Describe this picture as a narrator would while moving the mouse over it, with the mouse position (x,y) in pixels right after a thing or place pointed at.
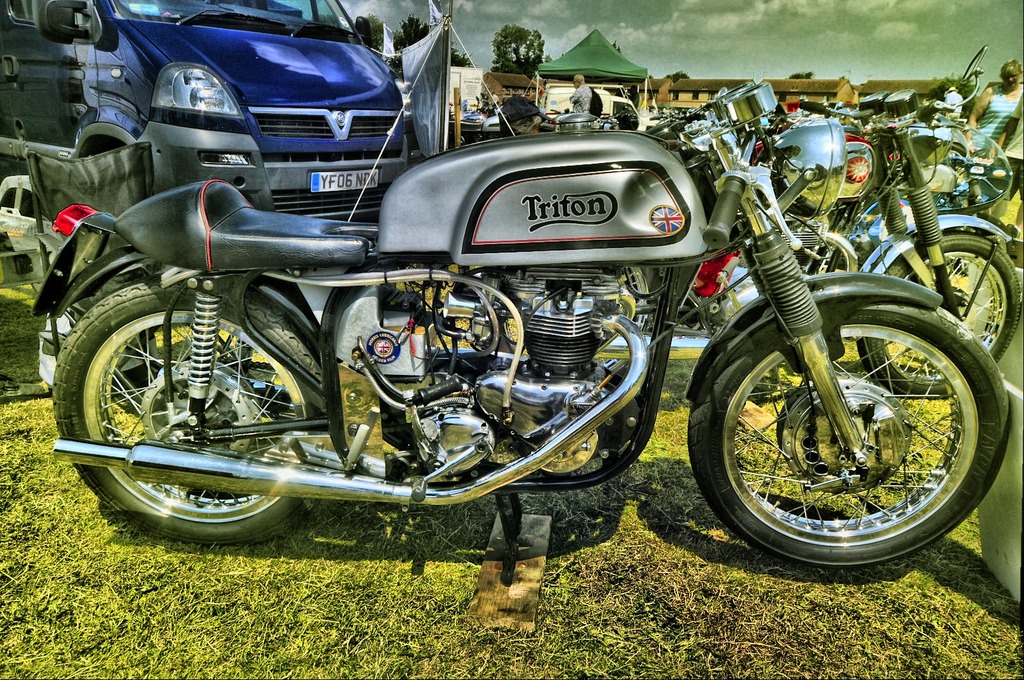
In this image we can see many vehicles (477,252). There is a grassy land (259,653) in the image. There are few people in the image. There is a tent (545,72) in the image. We can see the clouds (805,29) in the sky (738,30). There are few houses (845,94) in the image.
